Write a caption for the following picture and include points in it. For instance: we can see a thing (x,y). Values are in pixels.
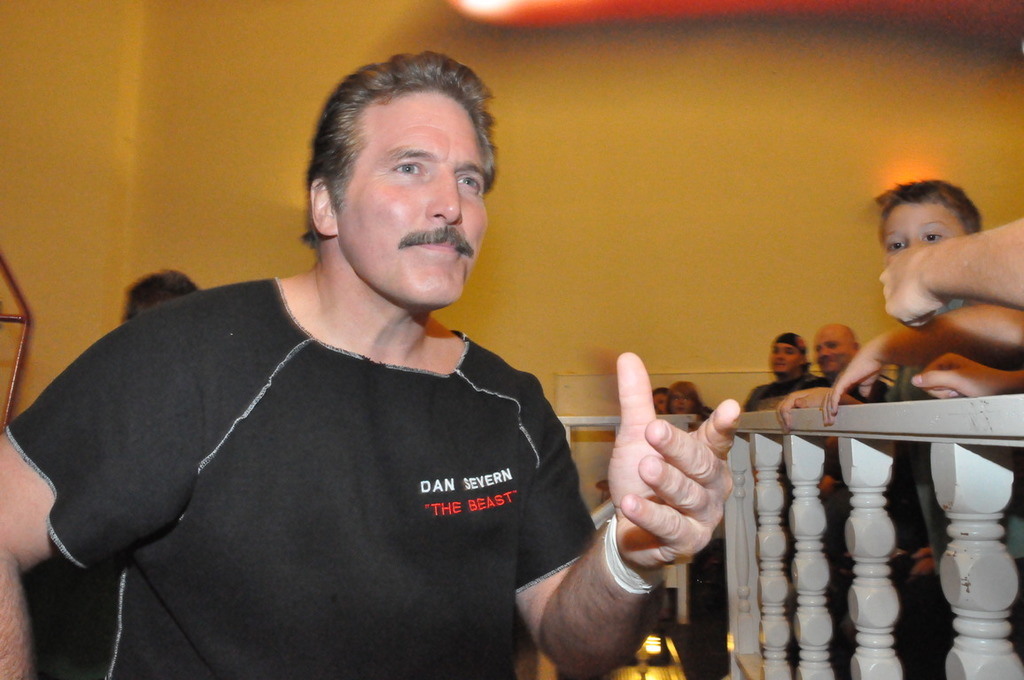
In the image I can see a person (263,459) who is wearing the black tee shirt (353,485) and standing beside the fencing (821,646) and also I can see some other people (867,398) to the other side of the fencing (902,411).
